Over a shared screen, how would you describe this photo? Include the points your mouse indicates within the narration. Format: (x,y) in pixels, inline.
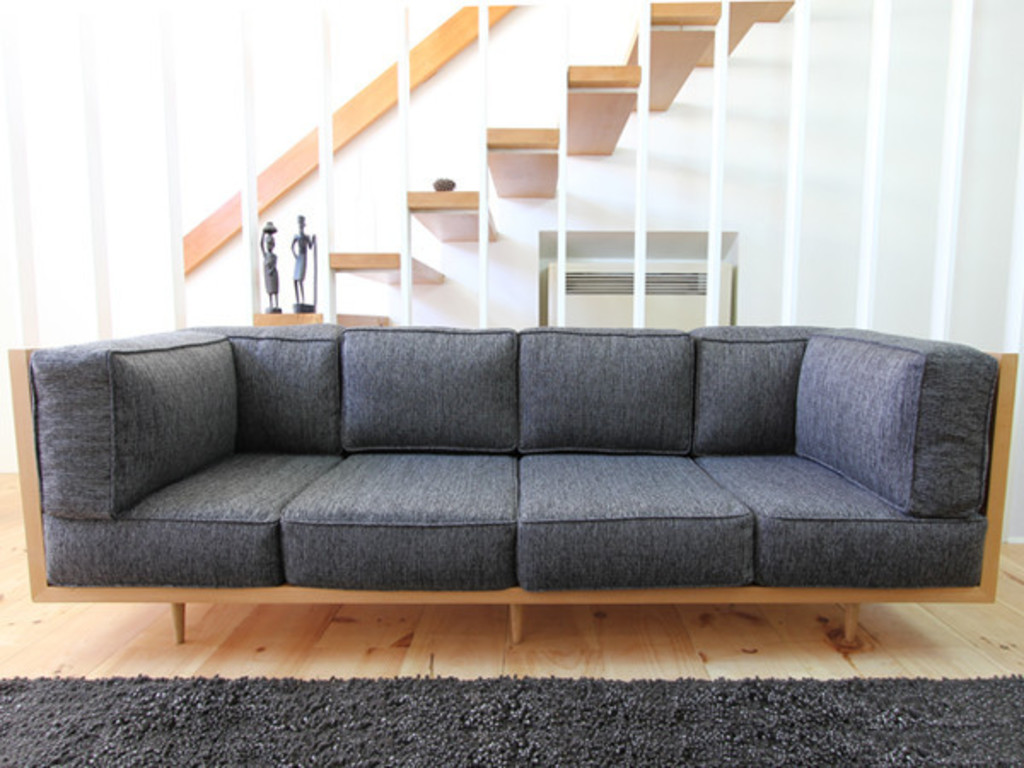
In this image there is a sofa (357,463), a floor mat (782,733), sculptures (296,281) on the stairs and a white color shelf (703,297) inside the building (283,284).
